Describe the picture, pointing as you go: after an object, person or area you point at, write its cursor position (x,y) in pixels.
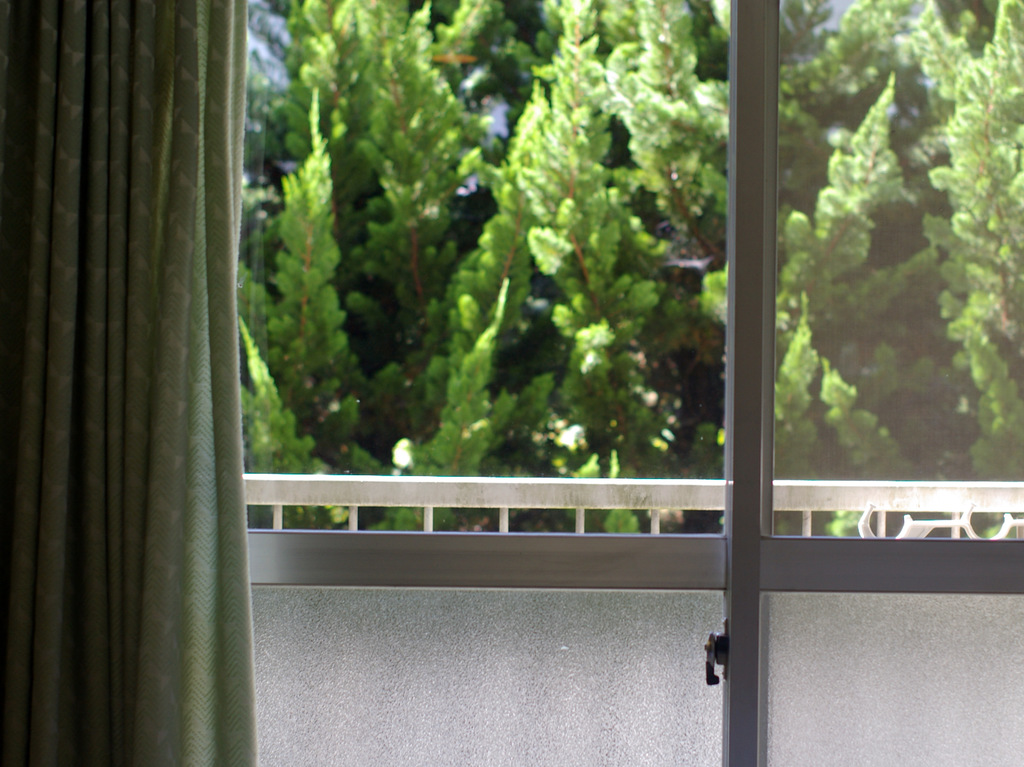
In this picture we can see curtain (231,439) and window (1007,421), through window (612,491) we can see railing (614,483) and leaves (378,235).
